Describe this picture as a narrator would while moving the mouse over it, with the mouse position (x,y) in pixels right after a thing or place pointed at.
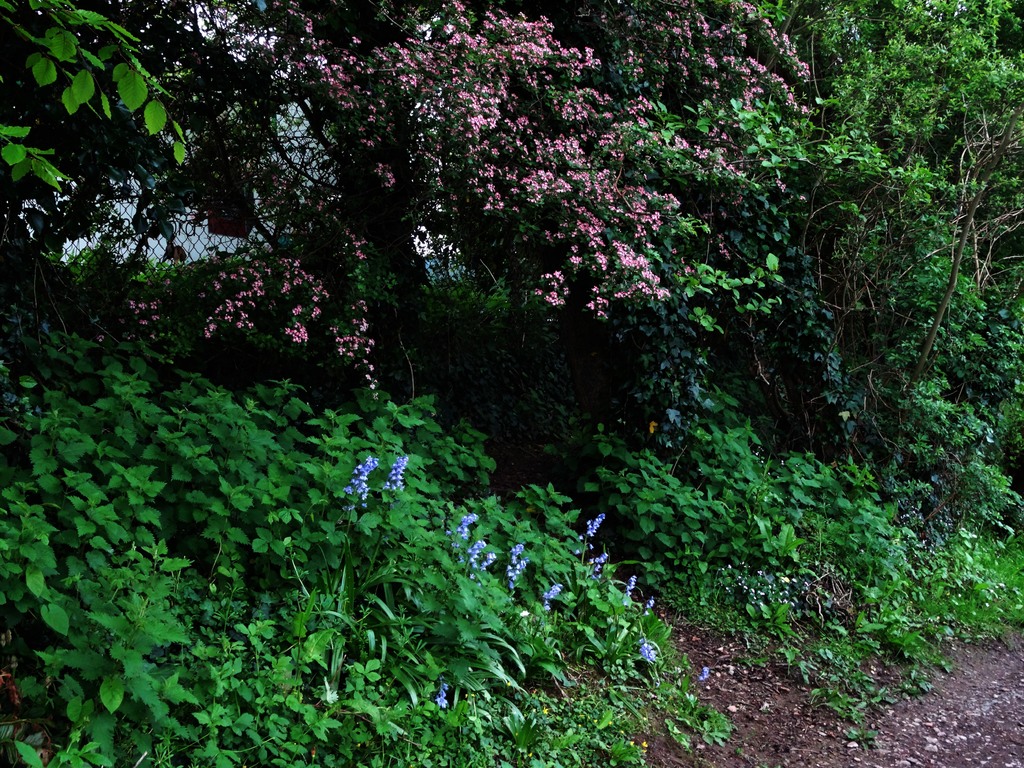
In this image there are some plants (693,579) on the bottom of this image (502,625) and there are some trees (346,234) on the top of this image (660,204), and there are some flowers (528,188) as we can see in middle of this image (373,465).
